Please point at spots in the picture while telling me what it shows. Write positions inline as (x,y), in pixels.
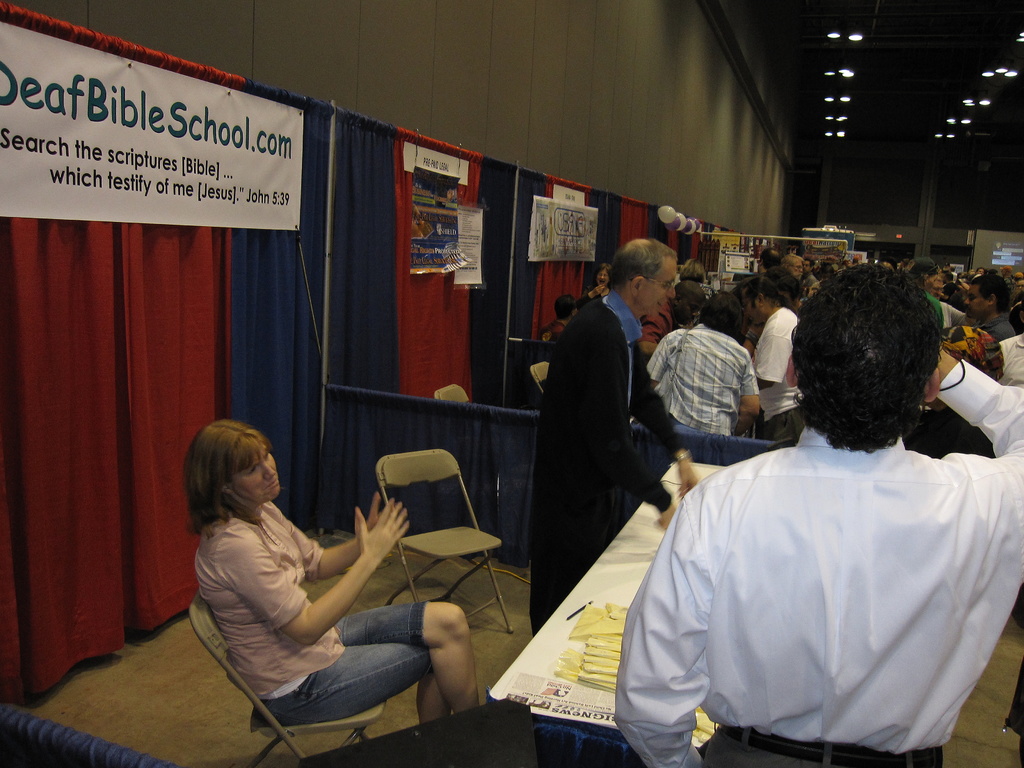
In this picture there are several people (783,598) in their respective stalls (517,398) and the background (85,326) is made of curtains (97,322) of different designs.
